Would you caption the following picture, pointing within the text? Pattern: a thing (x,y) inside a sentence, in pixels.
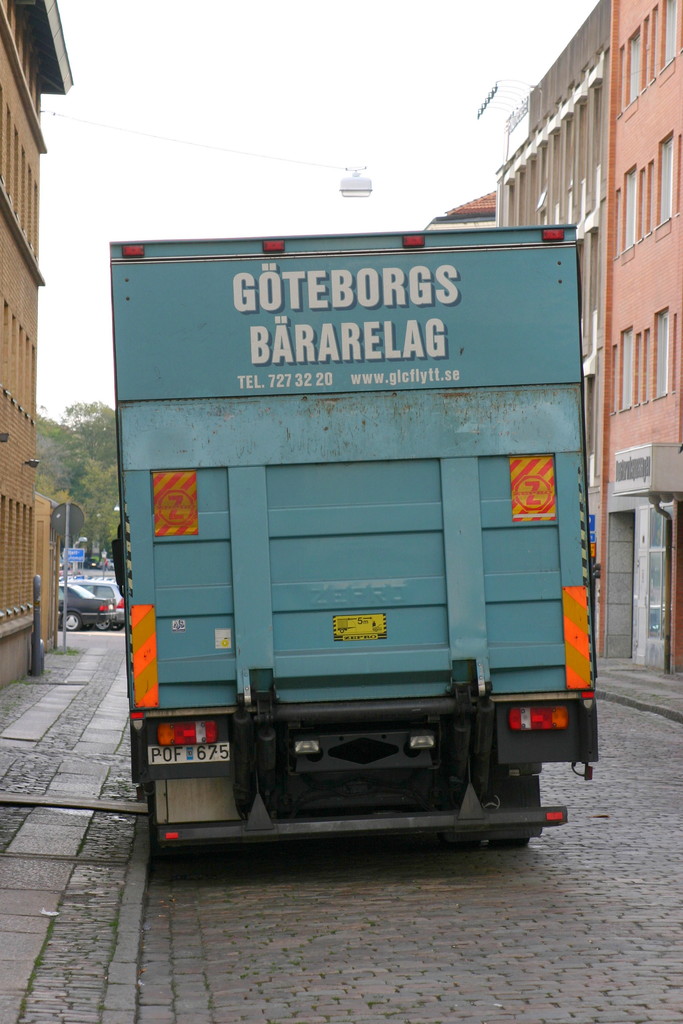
There is a road (323,865). On the road (353,924) there is a truck (385,433) with something written on that. On the sides there are buildings (661,188) with windows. In the back (74,594) there are trees (62,441), vehicles (80,594) and sky (219,100).
